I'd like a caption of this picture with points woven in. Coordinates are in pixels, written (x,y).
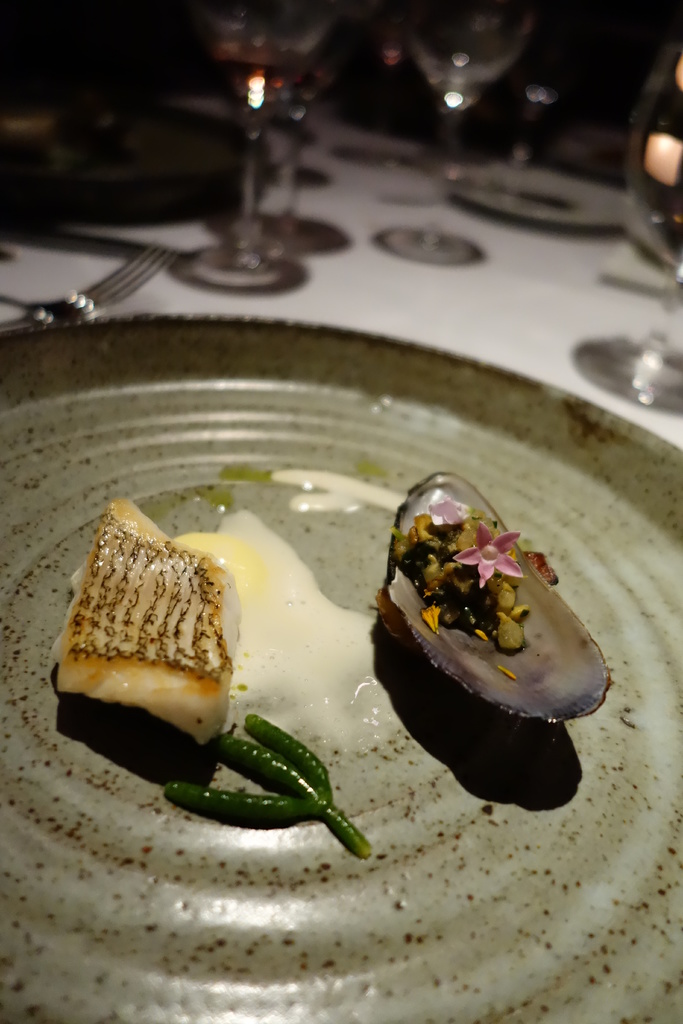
In this image in the front (249,672) there is food (250,661) on the plate (385,650). In the background (676,232) there are glasses (652,245) and there is a fork (126,283).
